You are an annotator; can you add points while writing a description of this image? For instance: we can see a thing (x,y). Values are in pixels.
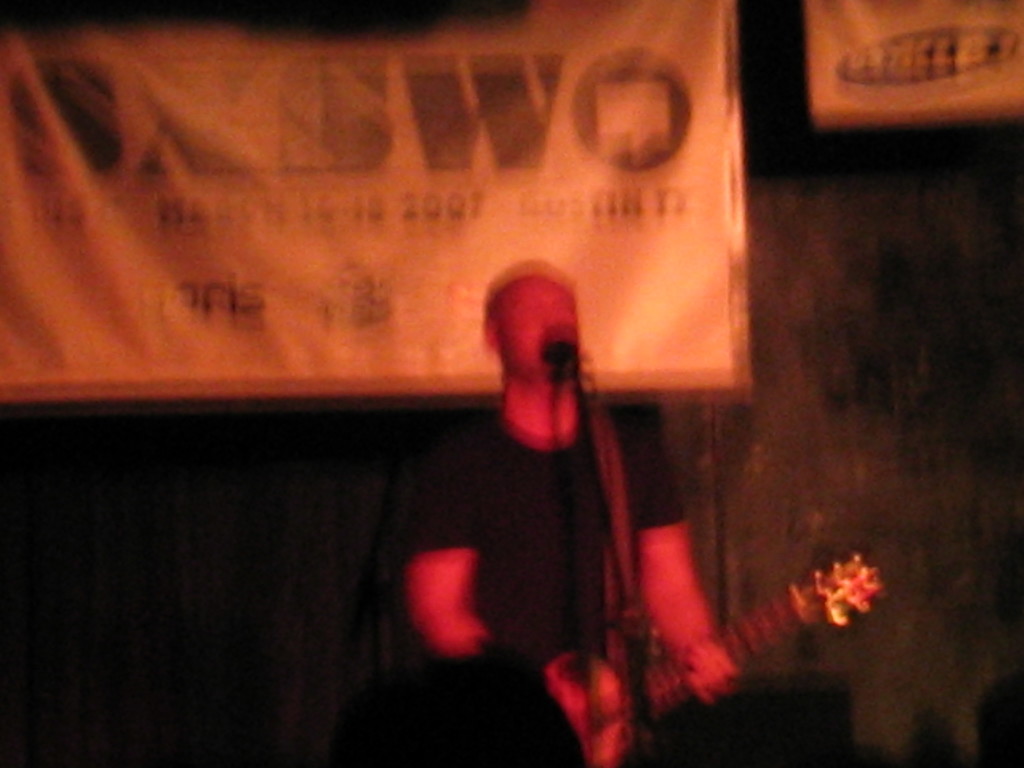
In this image we can see a person (477,560) wearing black color T-shirt (501,601) playing guitar (668,696) there is microphone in front of him and in the background of the image (473,231) there is black color sheet (183,420) and white color banner (339,262) in which there are some words (435,210) written.
